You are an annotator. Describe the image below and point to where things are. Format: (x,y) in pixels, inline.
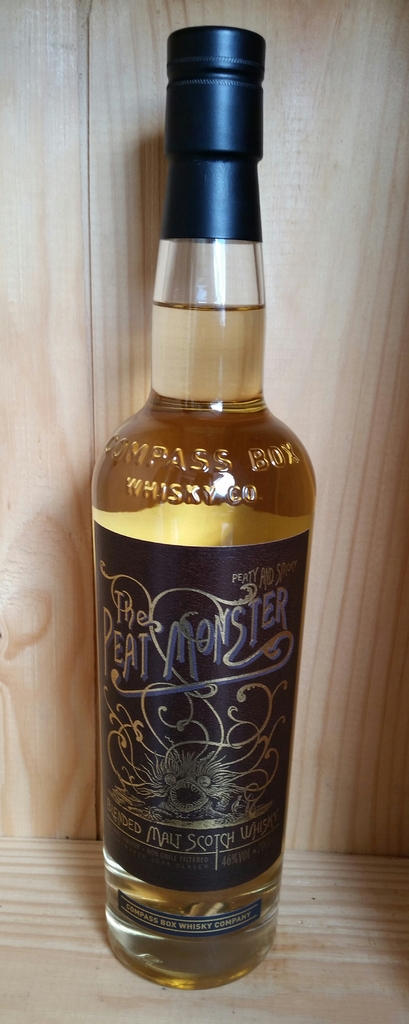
In this picture we have a whisky bottle (264,471) with a label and a lid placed in a wooden cupboard (20,663).
